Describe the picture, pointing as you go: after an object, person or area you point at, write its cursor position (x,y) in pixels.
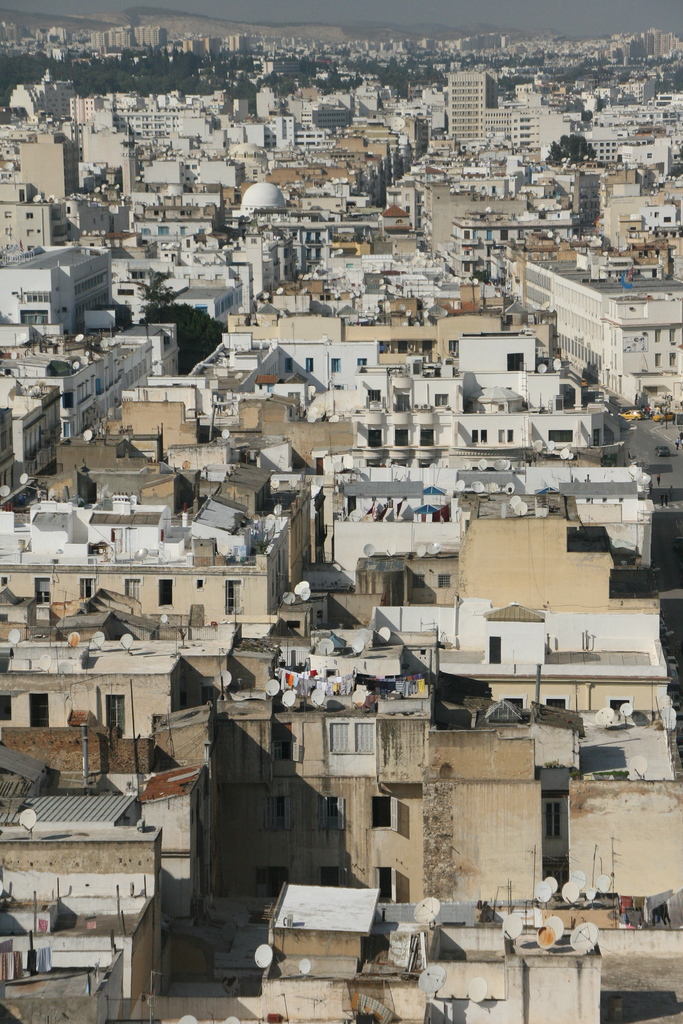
In this picture we can see lots of buildings (229,752) and on the buildings (306,778) there are antennas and behind the buildings (208,220) there are trees (212,91).
